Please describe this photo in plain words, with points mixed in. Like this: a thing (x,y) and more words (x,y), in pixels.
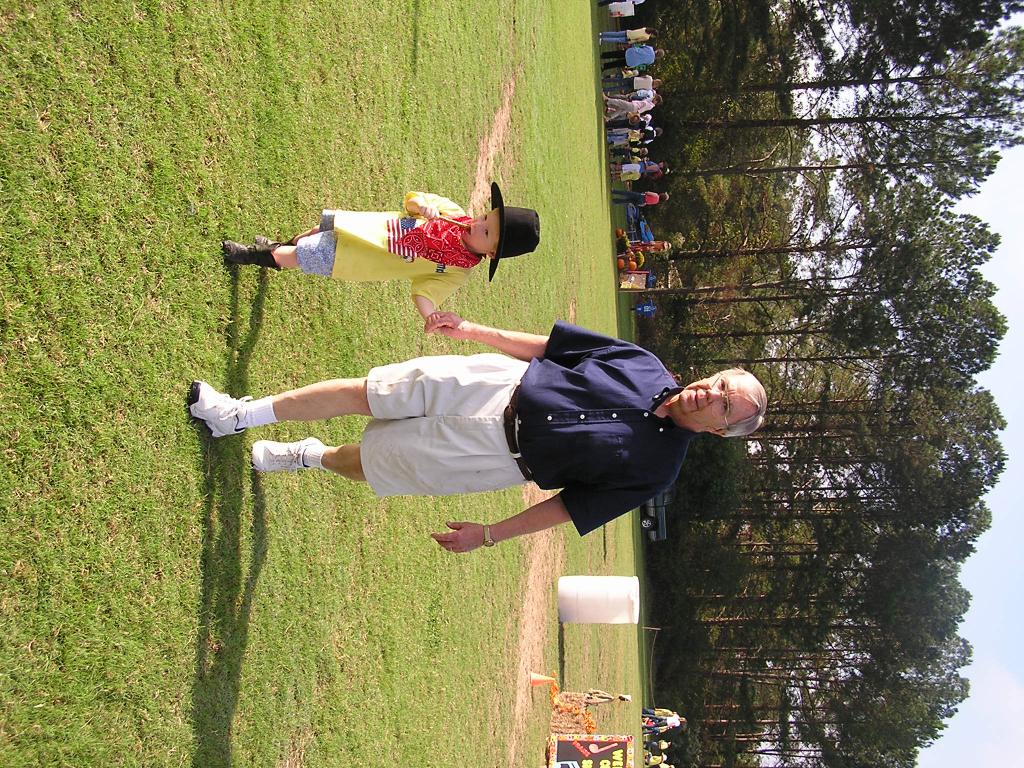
Land (556,222) is covered with grass (525,753). Front this man (456,422) is holding a hand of this boy (425,243). This boy (432,236) wore a hat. Background (622,133) we can see people (622,115), board (622,741), trees (894,459), sky (1013,246) and objects (581,589). Far there is a vehicle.
